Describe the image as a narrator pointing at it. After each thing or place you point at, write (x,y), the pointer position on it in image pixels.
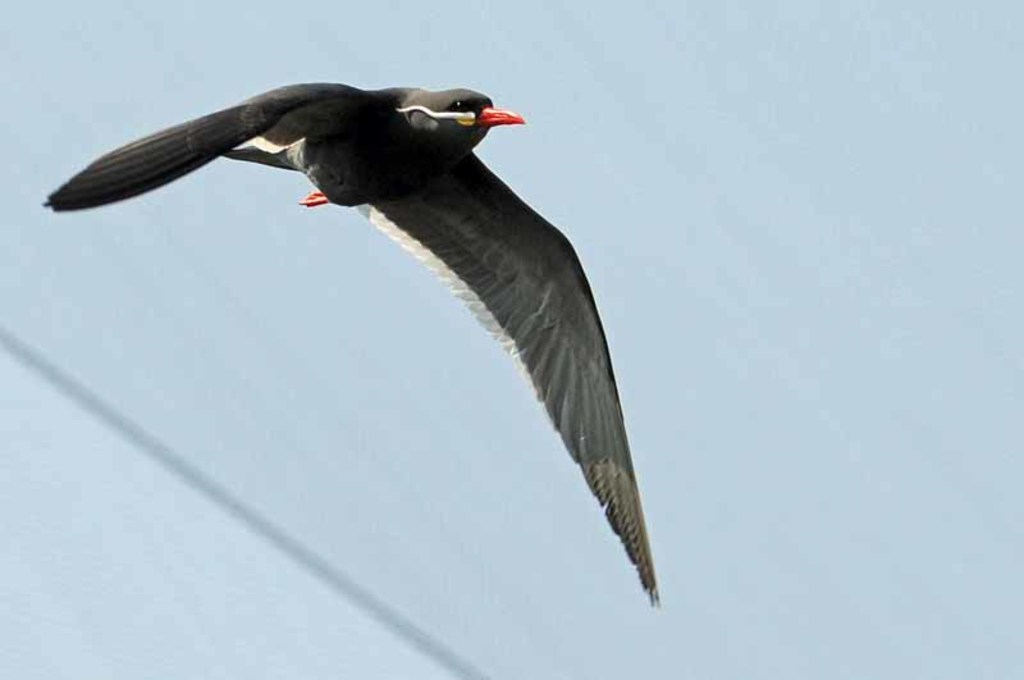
In this image I can see the bird (349,168) which is in white, black and red color. It is in the air (398,567). In the background (531,47) I can see the sky (531,47).
